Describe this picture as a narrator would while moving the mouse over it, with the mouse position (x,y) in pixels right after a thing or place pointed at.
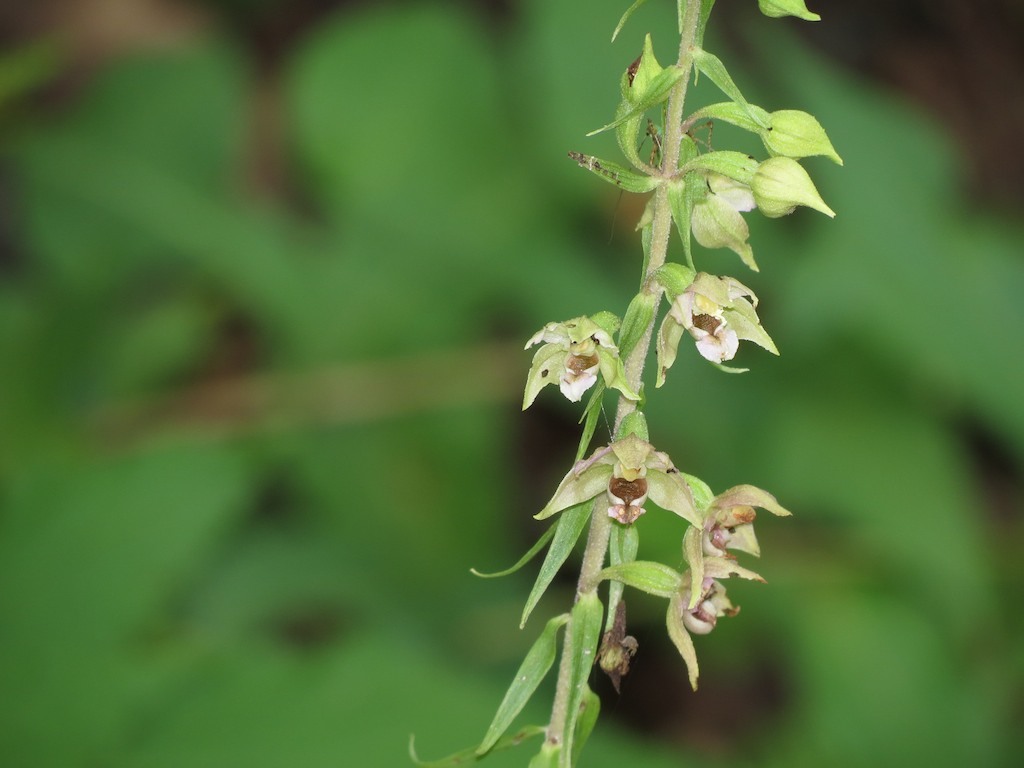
In the front of the image (688,52) there is a plant (559,377) and there are flowers (602,341). In the background of the image (952,364) it is blurry.
